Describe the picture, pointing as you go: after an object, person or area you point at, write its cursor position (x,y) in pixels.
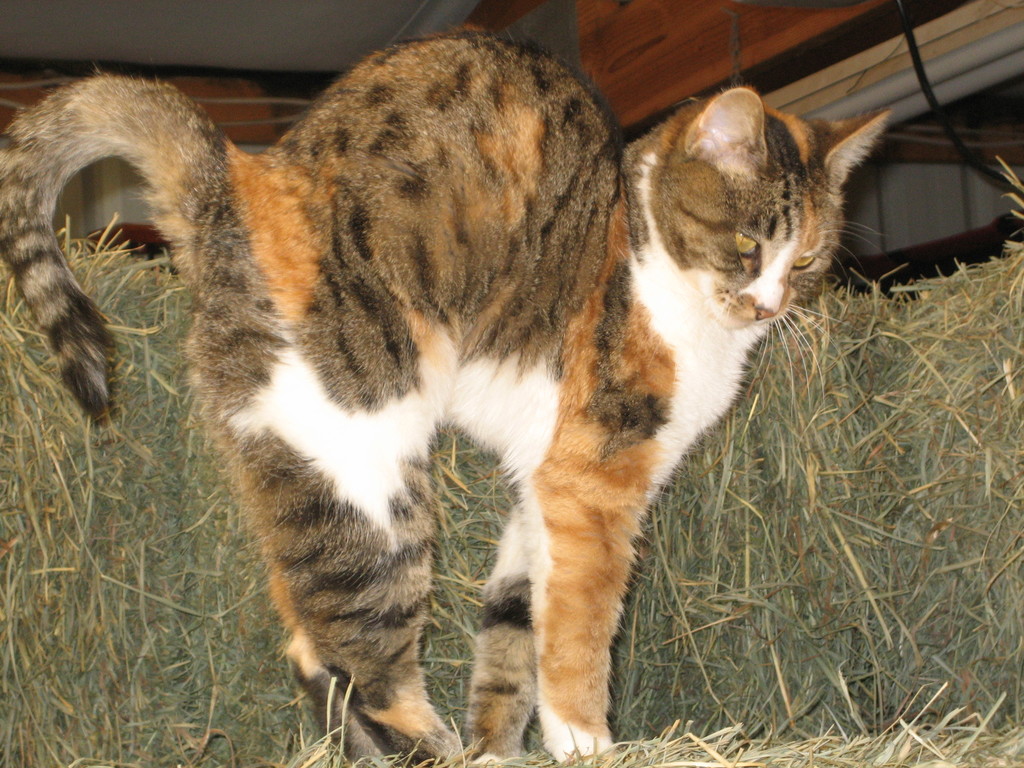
In this image I can see a cat (269,437) is standing. I can see colour of this cat (354,421) is white, cream and grey. In the background (940,450) I can see grass (726,462).
